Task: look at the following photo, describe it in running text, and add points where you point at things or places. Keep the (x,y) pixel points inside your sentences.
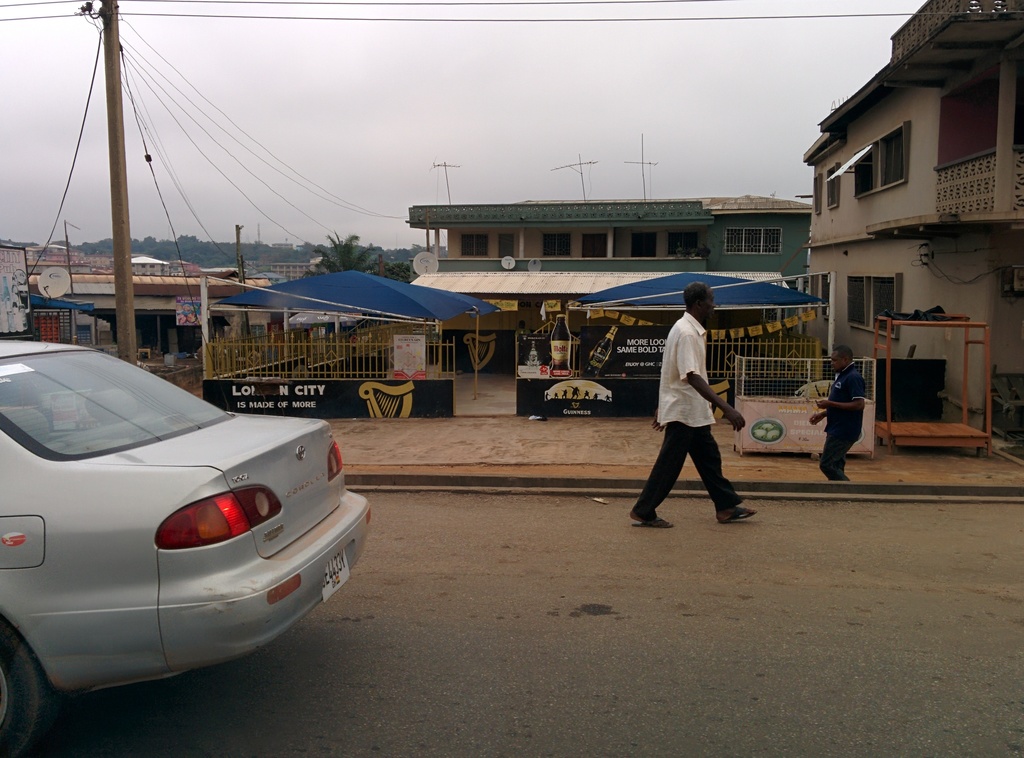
In this picture there is a white color car (191,601) moving on a road (790,622). Behind there is a wine shop (308,295) with yellow fencing grill (261,347) and blue color tent (464,307). In the front side (690,378) there is a man (695,449) wearing white color shirt (695,364) and walking on the road (757,539). In the background (649,252) there are some houses (617,273) and electric pole (112,37) with cables (184,193).
